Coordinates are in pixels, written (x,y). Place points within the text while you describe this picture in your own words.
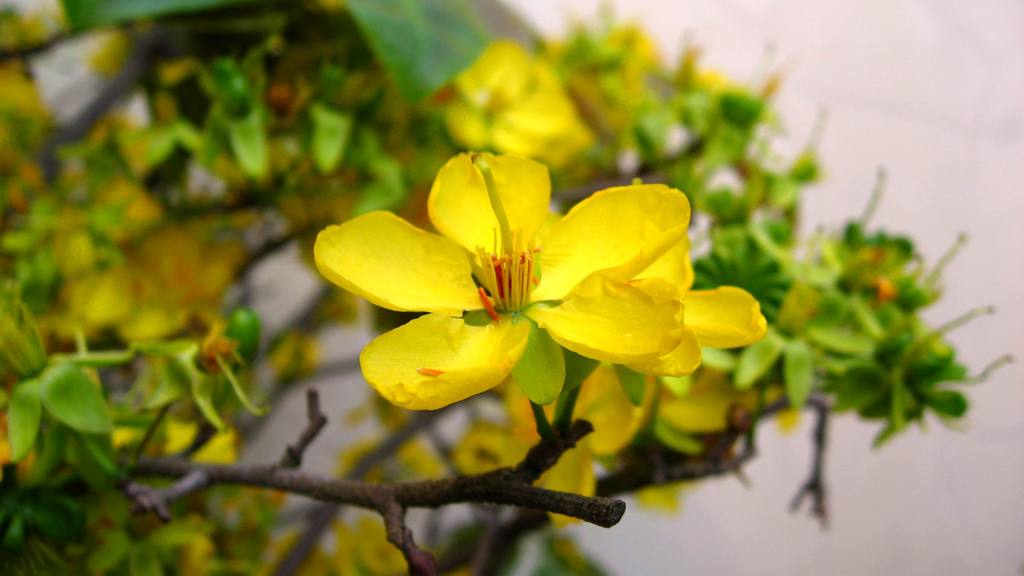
In this image I can see flowering plants (338,312). In the background (936,13) I can see a wall (1019,438). This image is taken may be in a garden (414,300).
